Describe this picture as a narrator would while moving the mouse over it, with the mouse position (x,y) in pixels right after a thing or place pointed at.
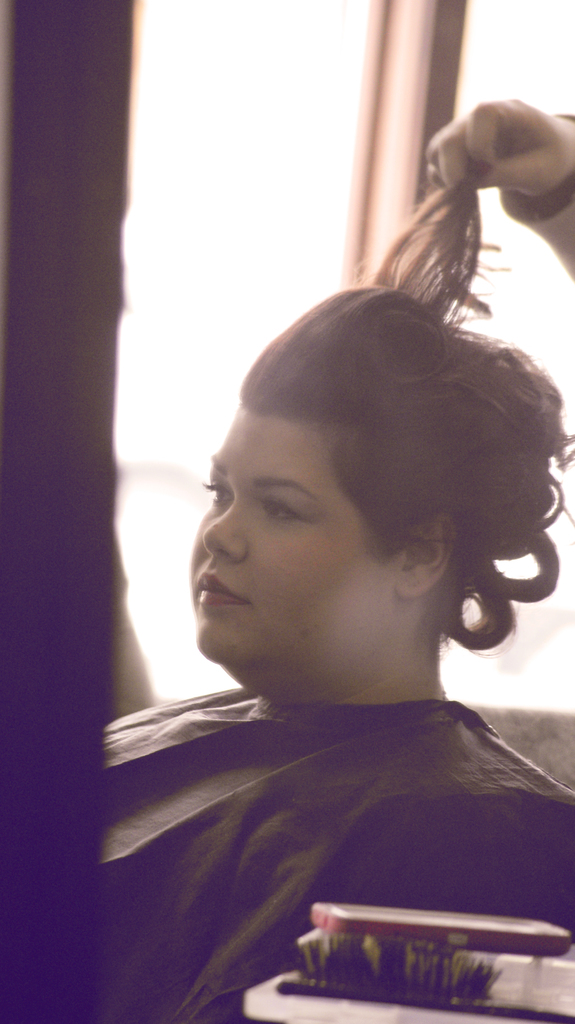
As we can see in the image there is a woman (177,910) wearing black color dress (275,787), brush (372,961) and windows (380,105).
